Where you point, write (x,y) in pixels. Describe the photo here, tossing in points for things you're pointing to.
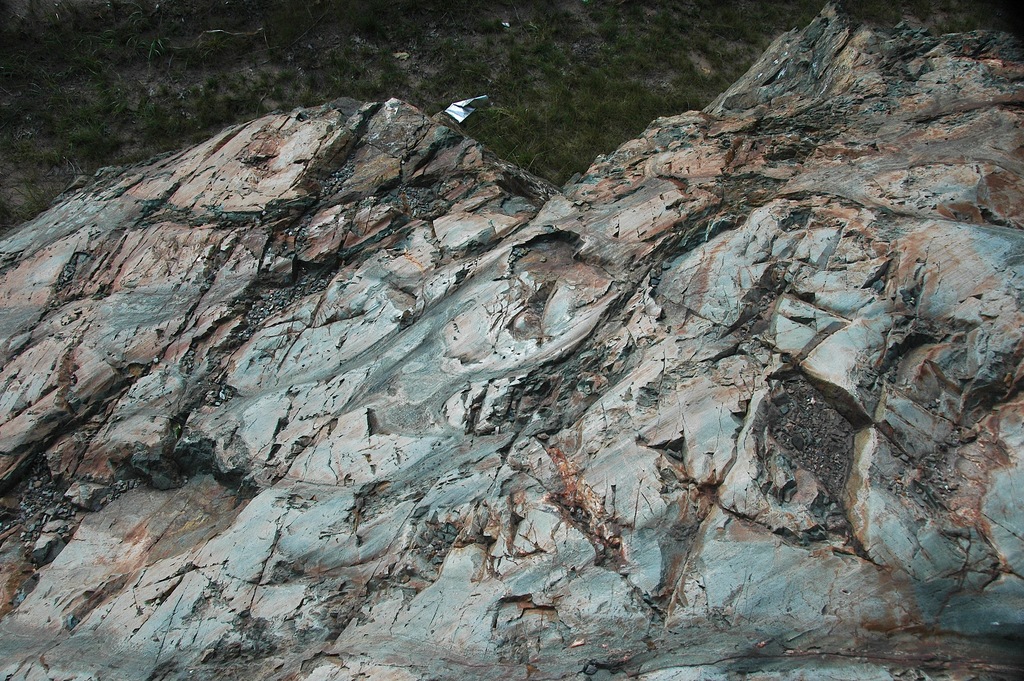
In the picture we can see a rock surface (785,401), behind it, we can see a grass surface (96,98) with some plants (69,137).
